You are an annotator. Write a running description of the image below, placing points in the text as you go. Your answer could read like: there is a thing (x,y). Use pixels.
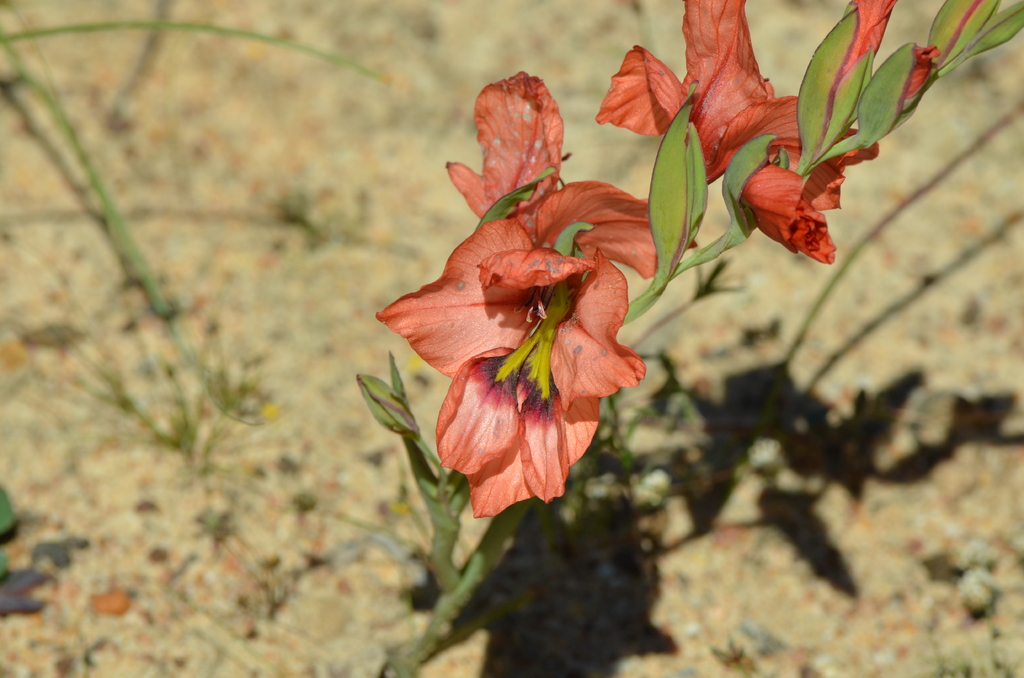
In this image I can see orange colour flowers (606,299) and green colour leaves (650,189). I can also see shadows (813,403) in background (813,446) and I can see this image is little bit blurry from background (128,645).
